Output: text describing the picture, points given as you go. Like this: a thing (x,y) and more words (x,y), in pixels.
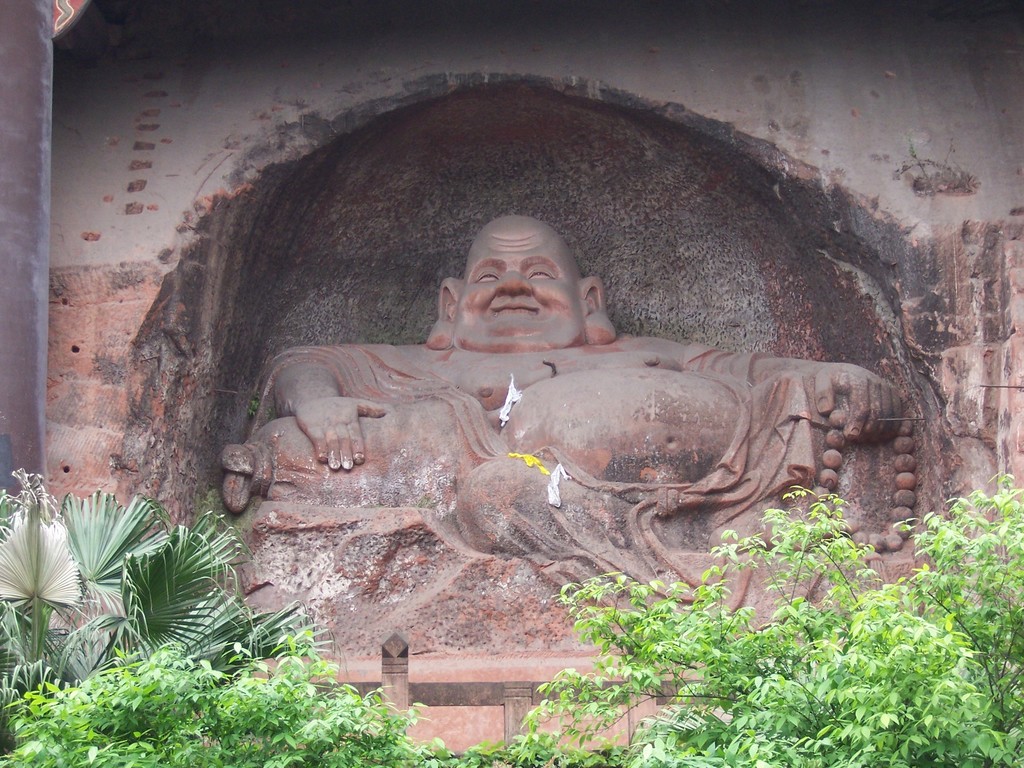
It is the sculpture (535,302) of laughing Buddha (529,229) and there are many plants (694,661) in front of the sculpture (490,498).
